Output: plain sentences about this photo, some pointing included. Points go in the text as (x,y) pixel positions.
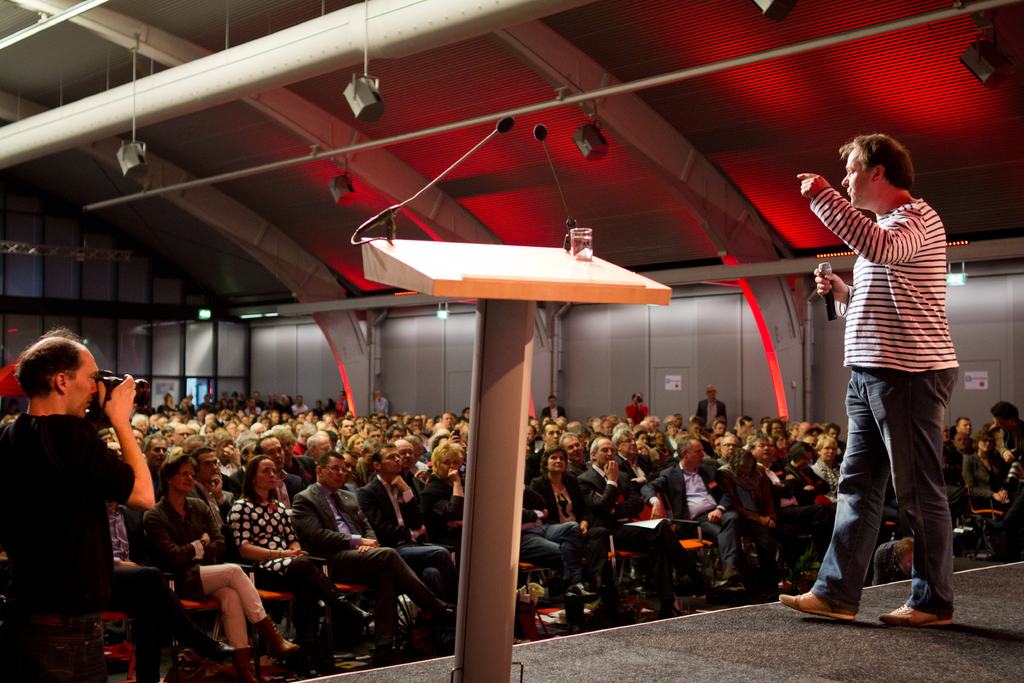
In this image I can see number of people (69,341) where few of them are standing and rest all are sitting on chairs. I can also see he is holding a mic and here is holding a camera (100,412). Here I can see a podium (554,250), two mics (569,246) and a glass (571,233).
